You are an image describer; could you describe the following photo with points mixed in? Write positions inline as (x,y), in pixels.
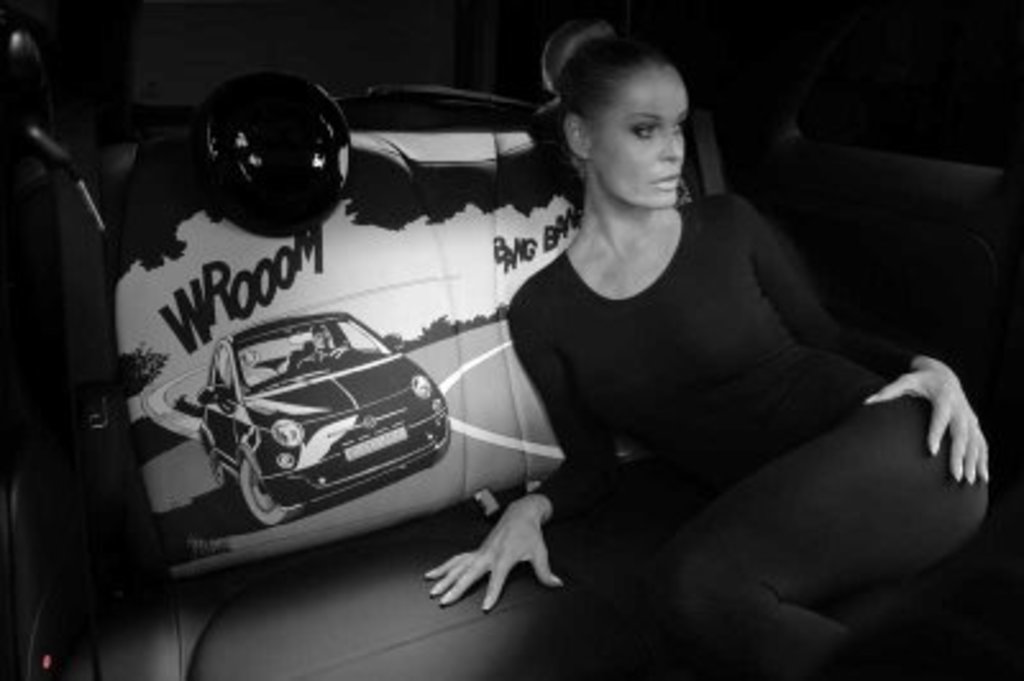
In this image I can see a woman (693,366) sitting in the car (452,557).
